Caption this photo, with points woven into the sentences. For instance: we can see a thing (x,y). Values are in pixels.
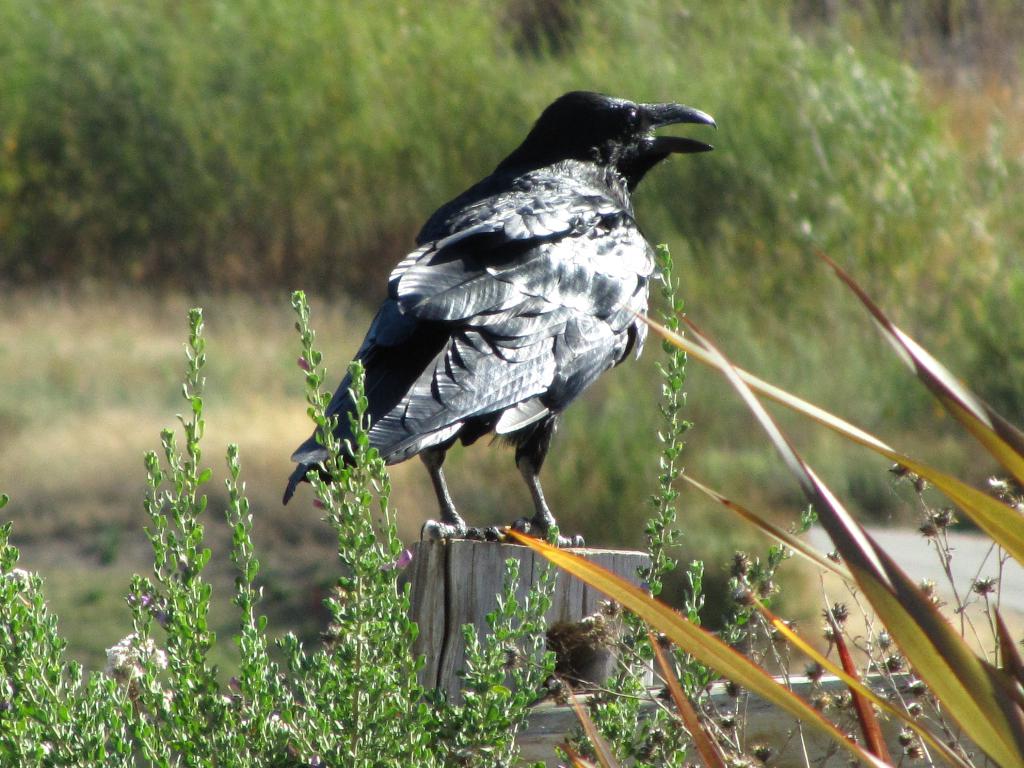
We can see a bird (509,368) on the wooden surface (484,616) and we can see plants (402,631). In the background (762,142) it is green color.
